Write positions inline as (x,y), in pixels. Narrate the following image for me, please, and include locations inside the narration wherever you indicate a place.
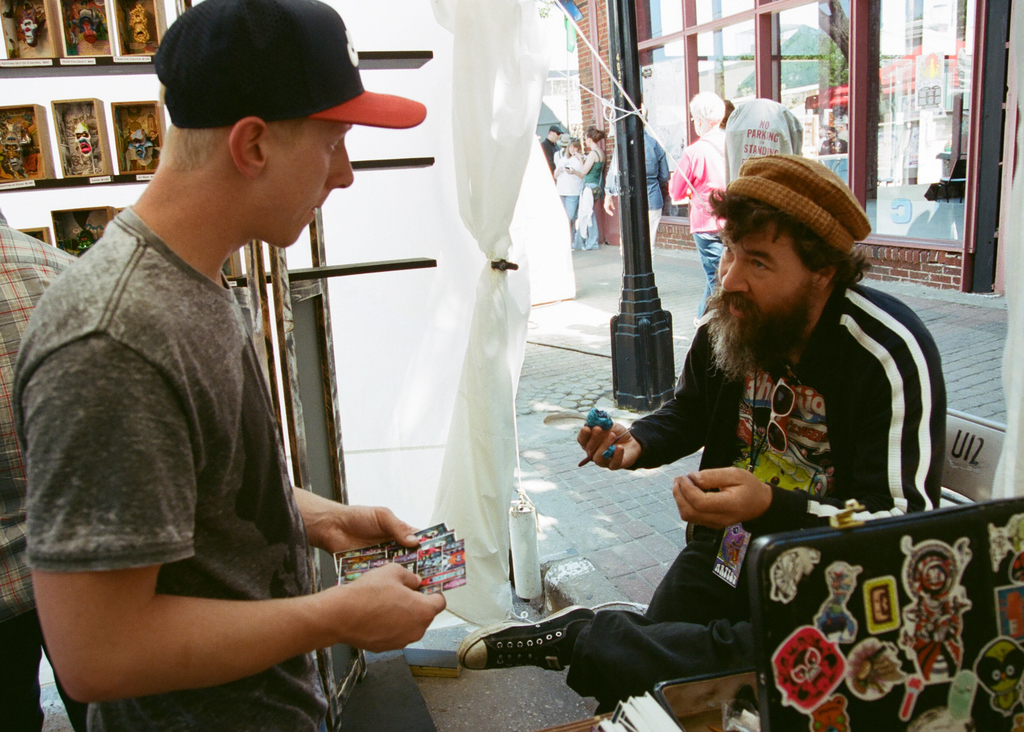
In this image, we can see two people (53,645) are holding some objects (438,540) and looking at each other. On the right side (711,389), a person (879,496) is sitting. At the bottom (946,668), there is a black color object (798,657) with so many stickers (885,688) on it. Background (391,356) we can see cover (387,341), few objects (121,0) and people (5,258). There is a black pole (629,202), walkway (575,252) and house (874,58) with glass windows (790,84). Few people (725,189) are walking on the walkway (951,351). Few people (578,239) are standing near the house (606,229).
